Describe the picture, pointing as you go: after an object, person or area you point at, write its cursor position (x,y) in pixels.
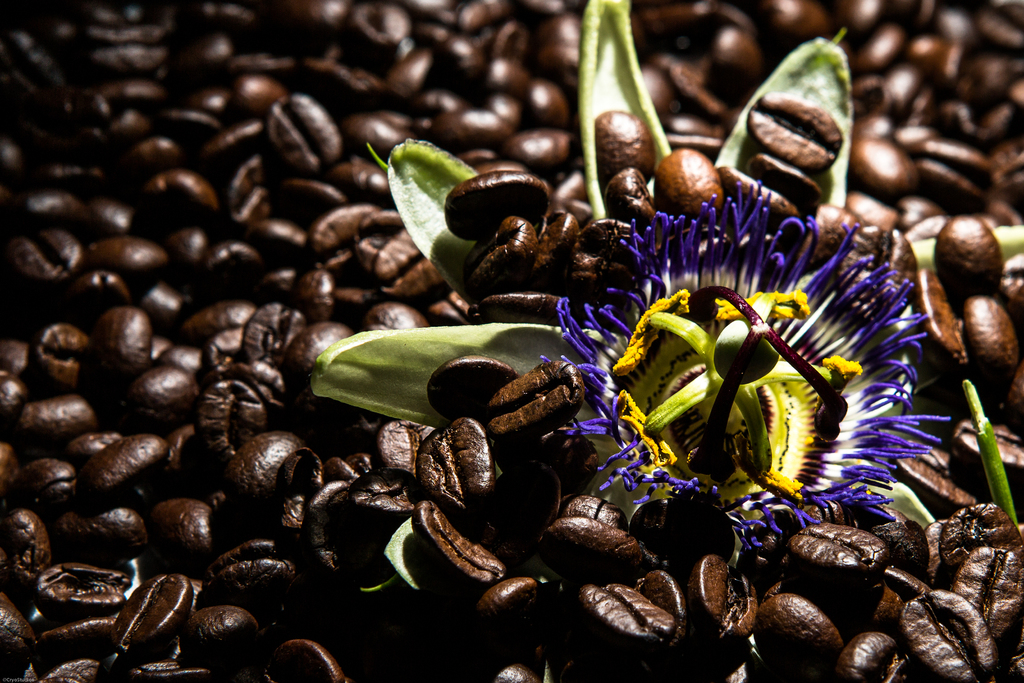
In this image at the bottom (740,553) there are some coffee beans (427,528), and one flower (693,340).
